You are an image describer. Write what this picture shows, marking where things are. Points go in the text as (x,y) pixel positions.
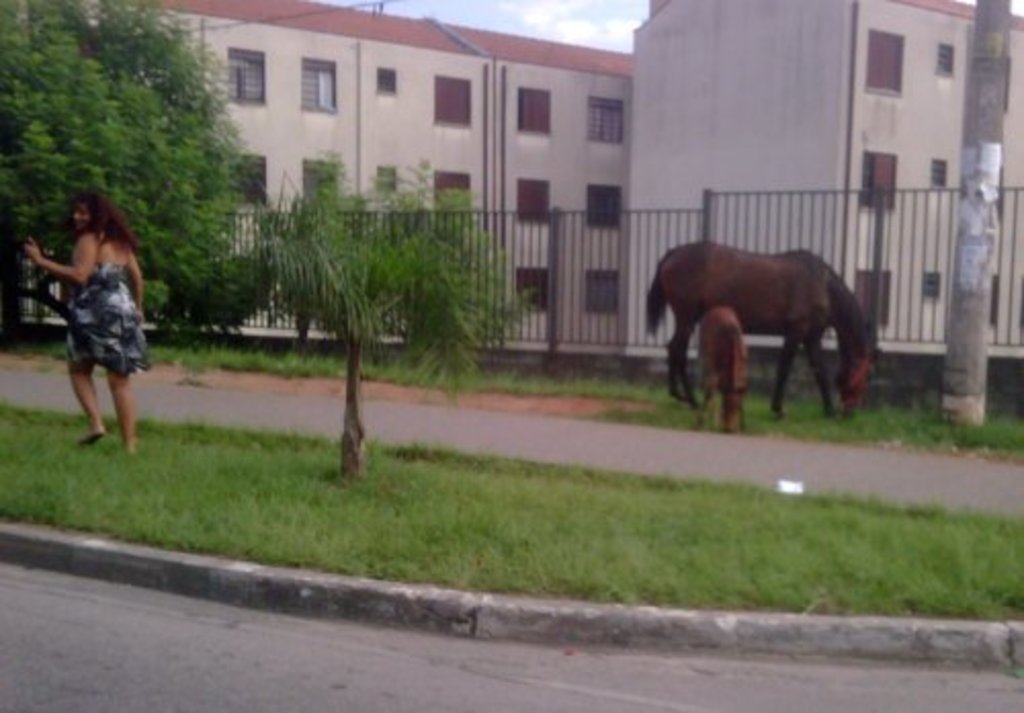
In this picture, we can see animals (744,309), and a lady (106,321), we can see the road (87,583), ground (366,480) with grass (369,448), trees (148,147), fencing (847,252), poles (980,230), building (503,127) with windows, and the sky (622,13).
